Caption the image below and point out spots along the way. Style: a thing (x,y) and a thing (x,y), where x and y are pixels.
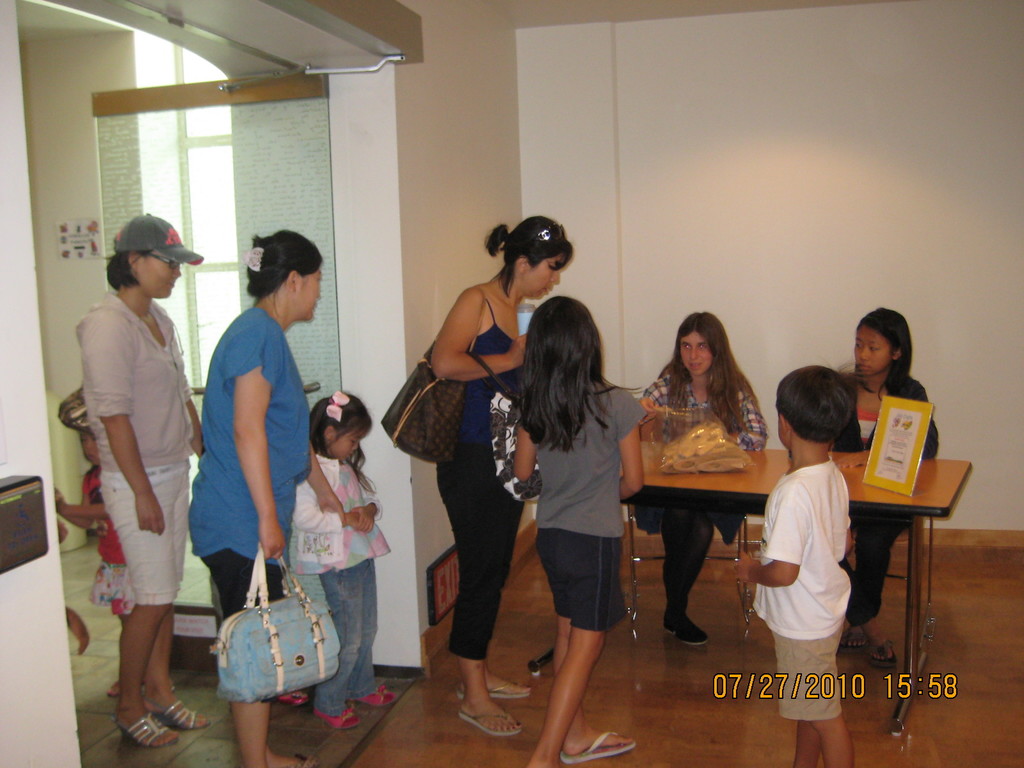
In this picture there are a group of women (270,460) standing and there are some kids (351,630) along with them. There are two women (872,341) sitting on the chair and have a table (766,463) in front of them with some objects (897,446) placed on it and in background (961,275) there is a wall (565,40) and a window (200,117) on the left (290,214).
